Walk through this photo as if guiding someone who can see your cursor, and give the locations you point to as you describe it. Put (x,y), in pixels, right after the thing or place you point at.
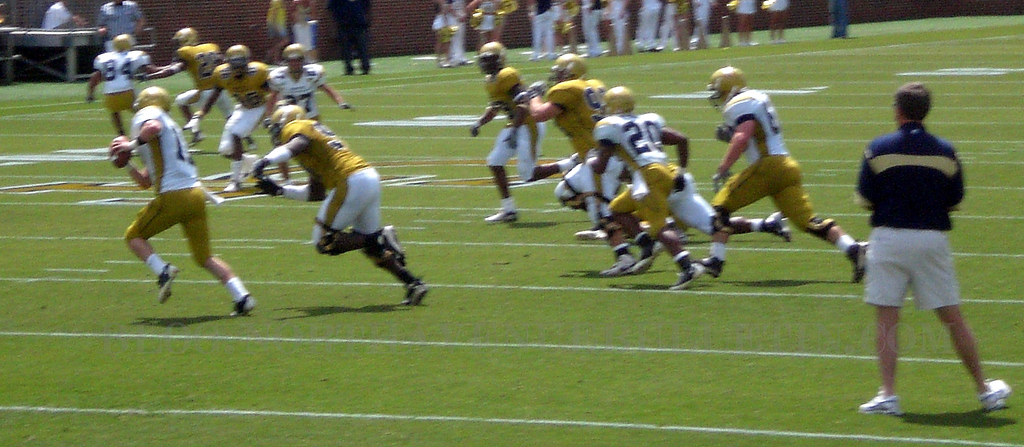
In this image we can see players (630,168) playing in a ground (443,174). In the background (382,6) there is a wall (214,25), table (65,37), persons (668,28) and wall (794,19).
